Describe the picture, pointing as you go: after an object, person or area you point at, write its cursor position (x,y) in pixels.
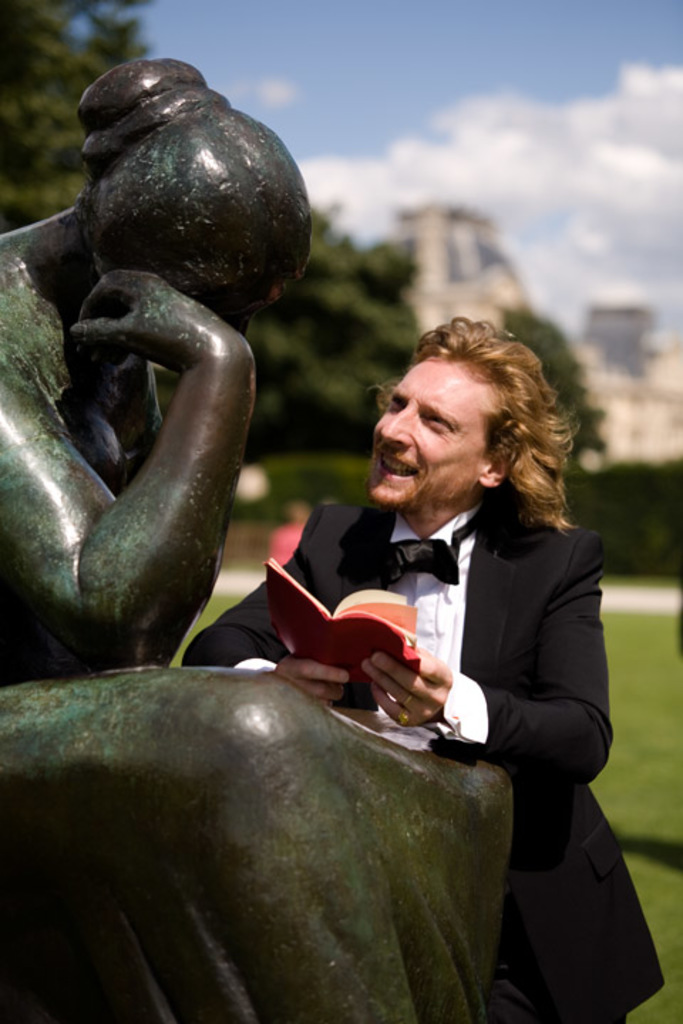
Beside this statue (158,464) a person (402,488) is standing and holding a book (374,633). Background (332,366) it is blur. We can see trees (350,297), grass (675,712) and sky (523,143). Sky (508,139) is cloudy.
